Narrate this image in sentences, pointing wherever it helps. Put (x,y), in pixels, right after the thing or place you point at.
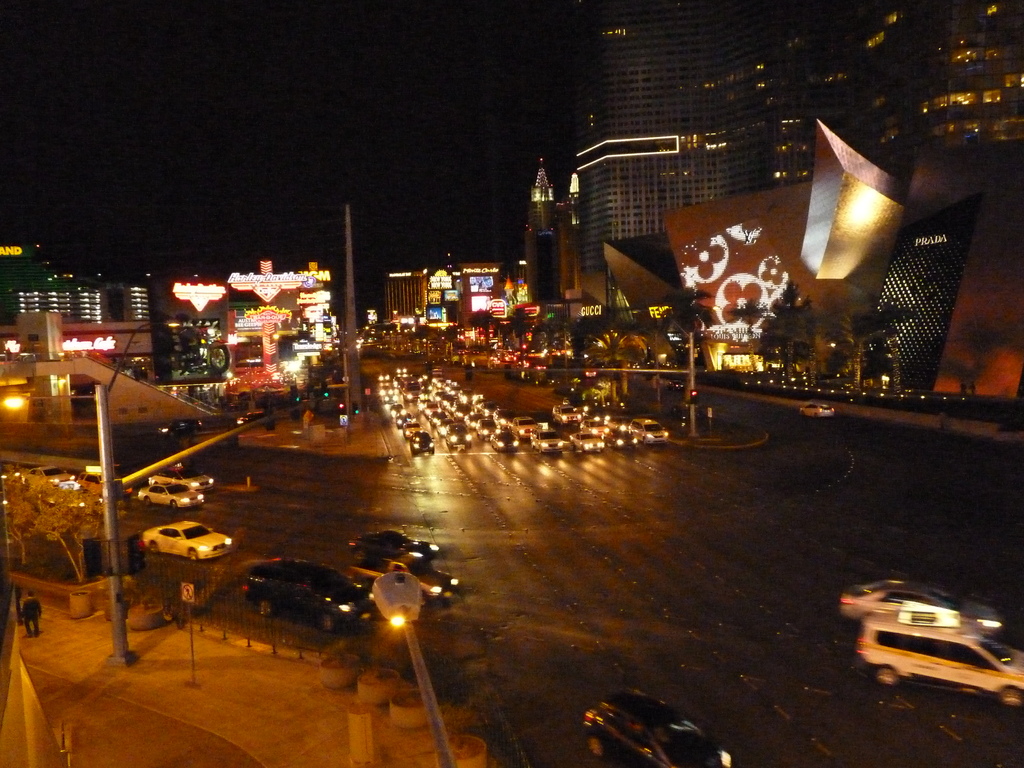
This is an image clicked in the dark. In the middle of the image (605,414) there are many vehicles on the road (536,607). On both sides of the road (395,522) there are many light poles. On the left side (28,619) there is a person (30,607) walking on the footpath (48,652). In the background (334,335) there are many buildings (466,322) and lights (256,320) in the dark.
